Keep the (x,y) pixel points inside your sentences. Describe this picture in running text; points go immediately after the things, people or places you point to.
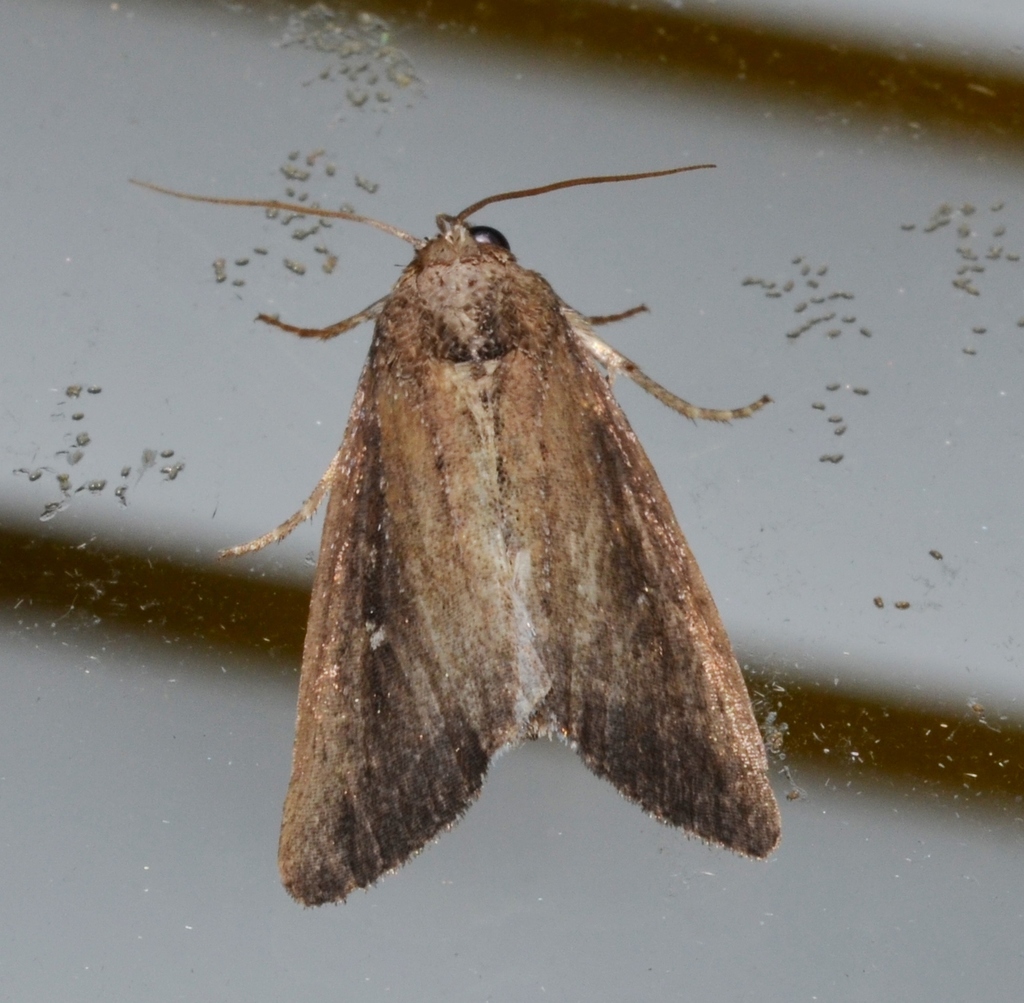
In the image there is a moth (521,629) standing on a glass wall (71,319).
